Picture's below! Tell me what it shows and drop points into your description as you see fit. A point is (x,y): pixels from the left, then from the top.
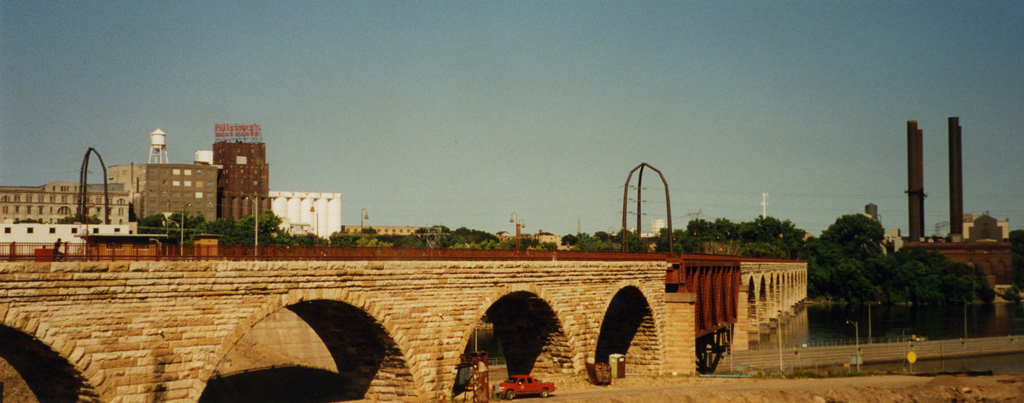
This is the picture of a city (55,218). In this image there are buildings (339,226) and trees (907,287) and there are street lights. In the foreground (558,360) there is a bridge (656,310) and there is a vehicle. On the right side of the image (911,332) there is water (1003,311) and there are poles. At the top (566,121) there is sky (727,132). At the bottom (732,398) there is water (947,303) and ground (634,401).
